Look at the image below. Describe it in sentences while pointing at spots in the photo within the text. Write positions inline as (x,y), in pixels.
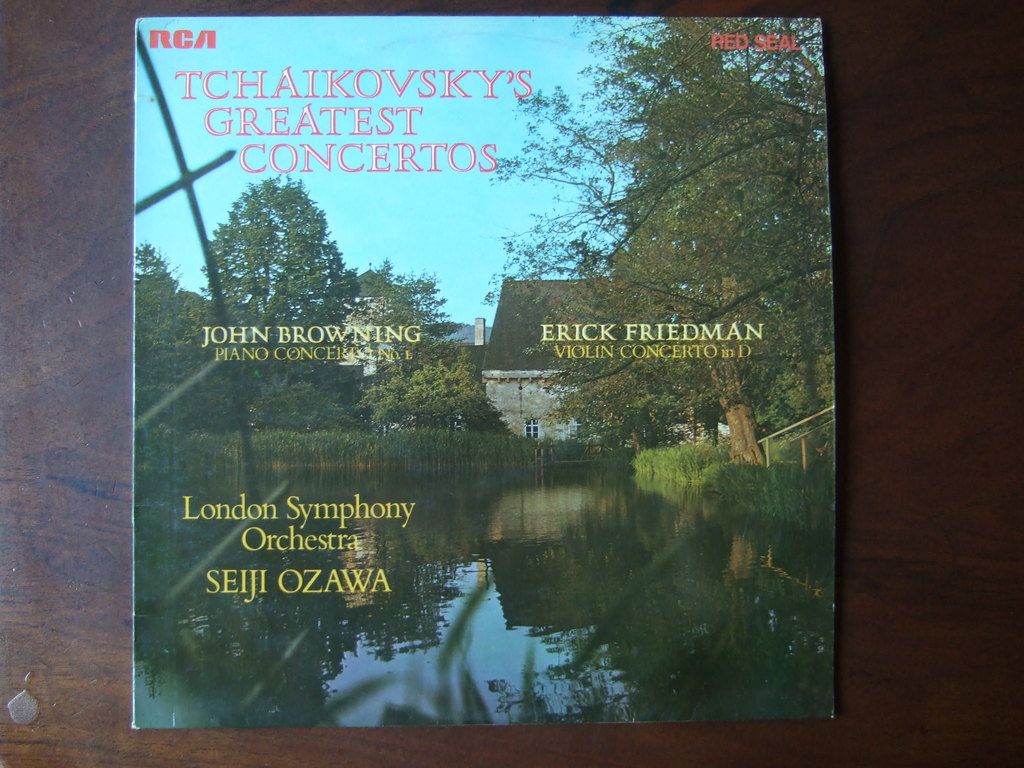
In this image I can see brown colour surface (35,721) and on it I can see a board (182,138). On this board (422,437) I can see picture (520,573) of water (480,485), few trees (262,406), grass (191,459), a building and the sky (359,241). I can also see something is written on this board (276,291).
